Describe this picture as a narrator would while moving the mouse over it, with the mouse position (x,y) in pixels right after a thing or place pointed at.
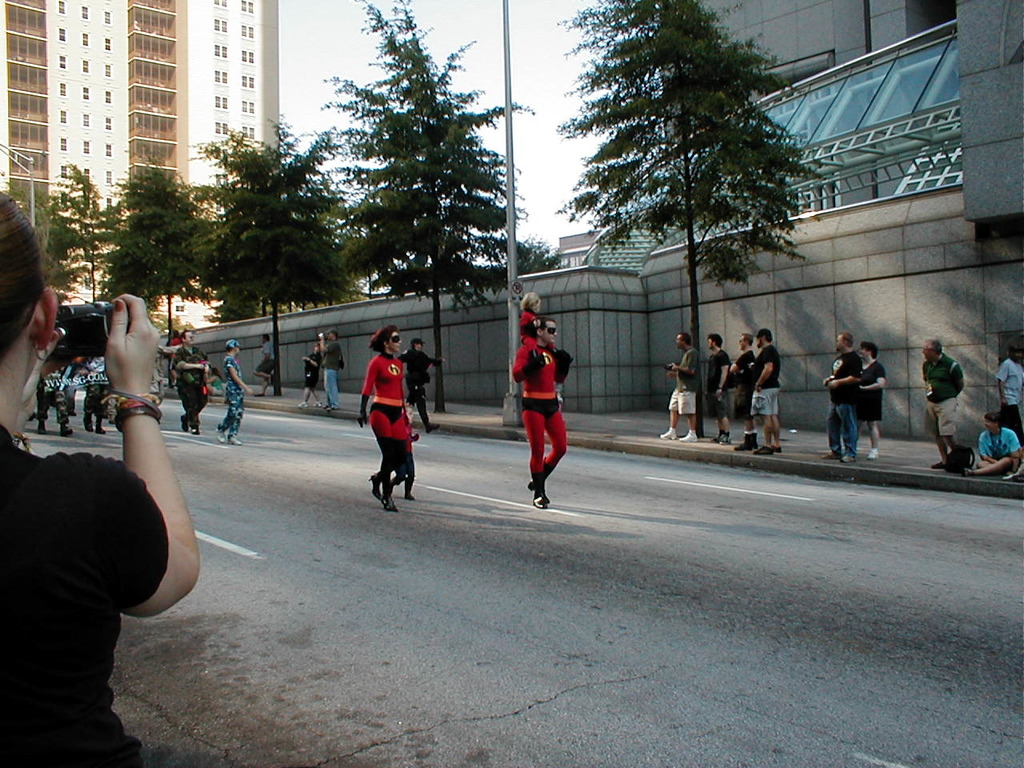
This image is clicked on the road (472,634). There are many people (189,391) walking on the road (73,417). In the center (384,427) there are three people (525,386) wearing costumes (389,386) and walking on the road (420,442). Beside the road (421,425) there are many people (708,373) standing on the walkway (435,419). Behind them there are trees (204,282). Behind the trees (105,268) there is a wall (817,246). In the background (819,94) there are buildings (125,90). At the top (448,21) there is the sky (448,21). To the left (28,620) there is a person (38,520) standing and holding a camera (90,329) in the hand (119,315).
